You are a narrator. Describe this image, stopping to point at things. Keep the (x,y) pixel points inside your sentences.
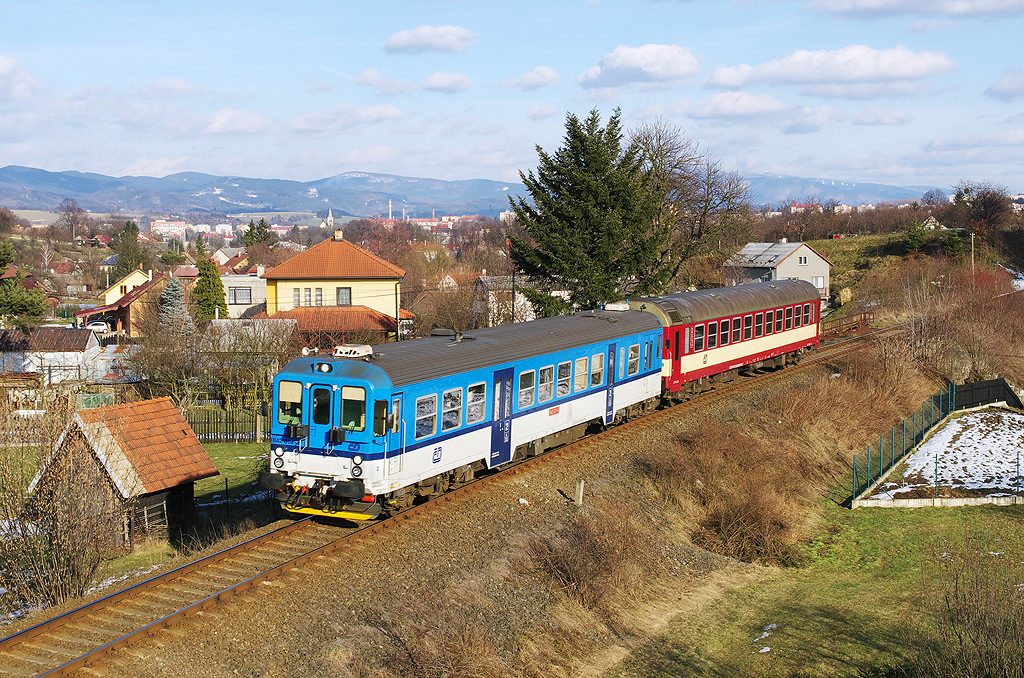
In this picture there is a train (648,331) in the center (477,392) which is moving towards the left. It is in red and blue in color. Towards the right (868,518) there is grass (881,509). Towards the left (134,379) there were trees (210,344), houses (226,290) and hills (226,210). On the top (479,140) there is a sky (532,32) with clouds (737,110).
